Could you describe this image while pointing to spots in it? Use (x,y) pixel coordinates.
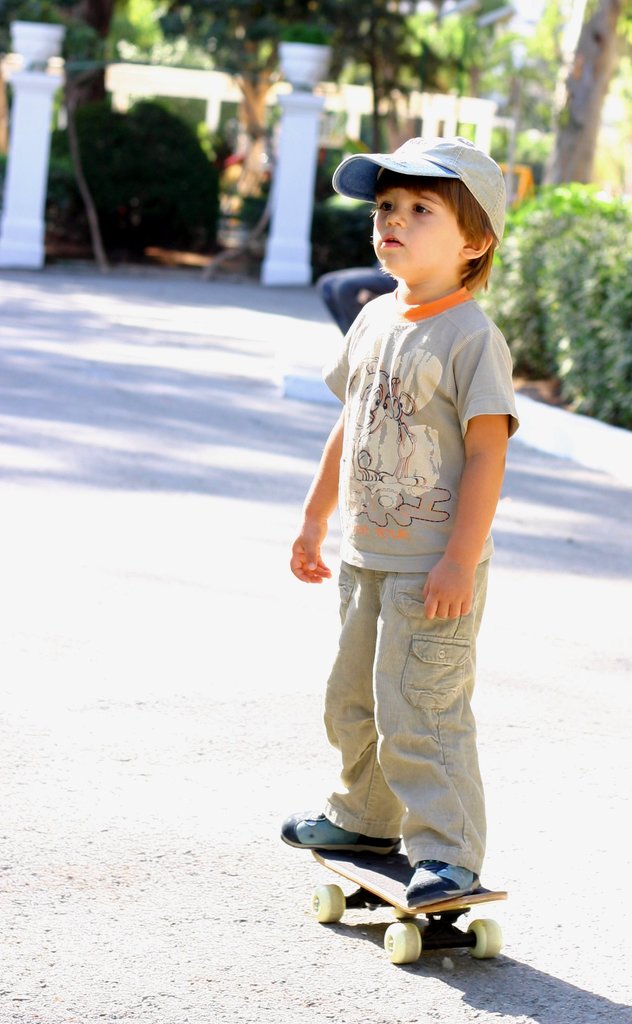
In this image, we can see a kid (412,242) standing on the skateboard (391,940), the kid (441,261) is wearing a hat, on the right side (562,325) there are some plants (577,307), we can see white pillars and there are some trees (74,86).
